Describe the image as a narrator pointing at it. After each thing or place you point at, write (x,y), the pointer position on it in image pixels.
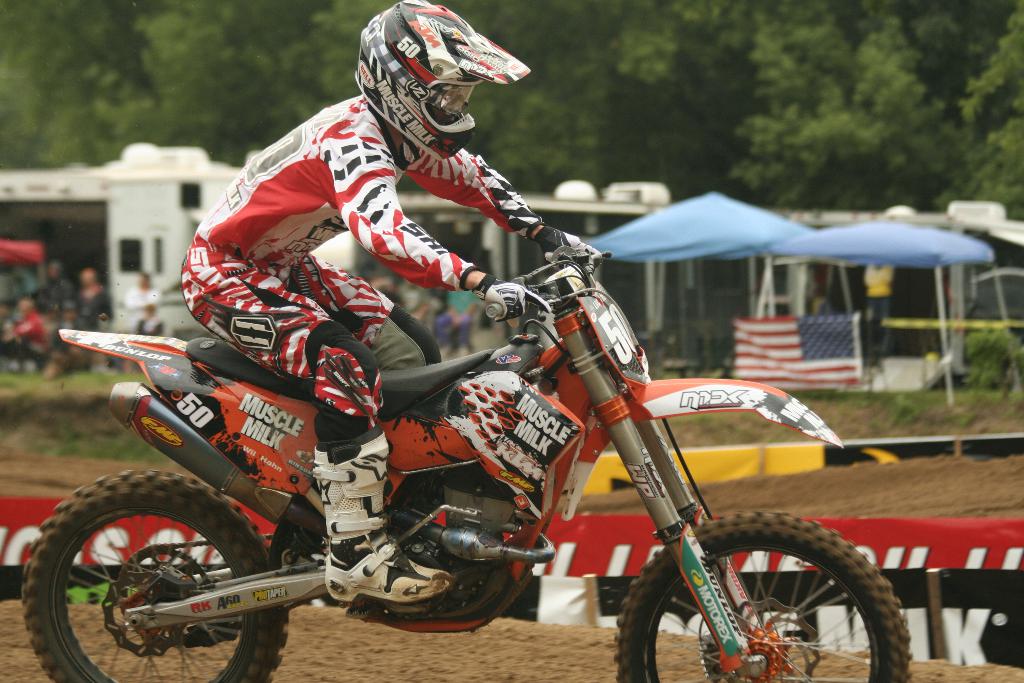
In this image we can see a person (246,193) is riding a bike (391,527) on the ground (316,655). Here we can see umbrellas (10,253), flag (842,378), plants (1011,347), grass (22,385), shed (38,208), people (444,315), and objects (338,259). In the background (515,29) there are trees (628,142).
